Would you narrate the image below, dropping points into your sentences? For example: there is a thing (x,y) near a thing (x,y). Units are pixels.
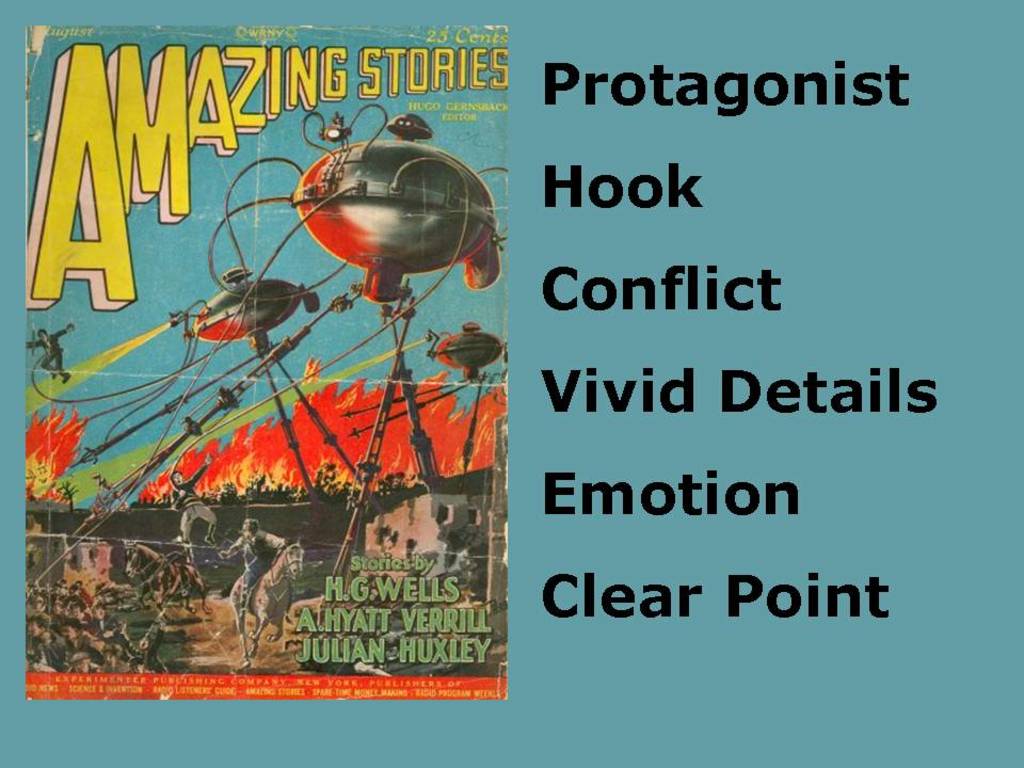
In this picture we can see a poster (464,228). In the poster (365,129) we can see machines (389,185) and persons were fighting with each other. On the right (834,73) we can see something is written.
